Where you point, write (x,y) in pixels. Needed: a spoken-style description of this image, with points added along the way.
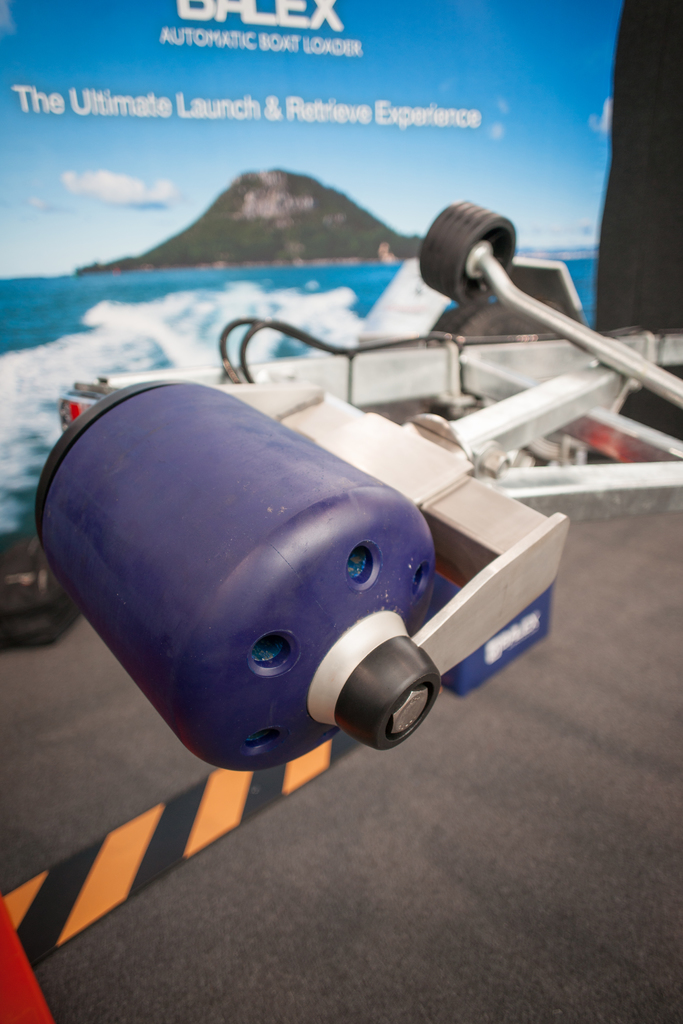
In this image we can see a metal object (493,504). At the bottom of the image (528,878), we can see a floor (489,889). In the background (218,163), we can see a big banner (195,253).
